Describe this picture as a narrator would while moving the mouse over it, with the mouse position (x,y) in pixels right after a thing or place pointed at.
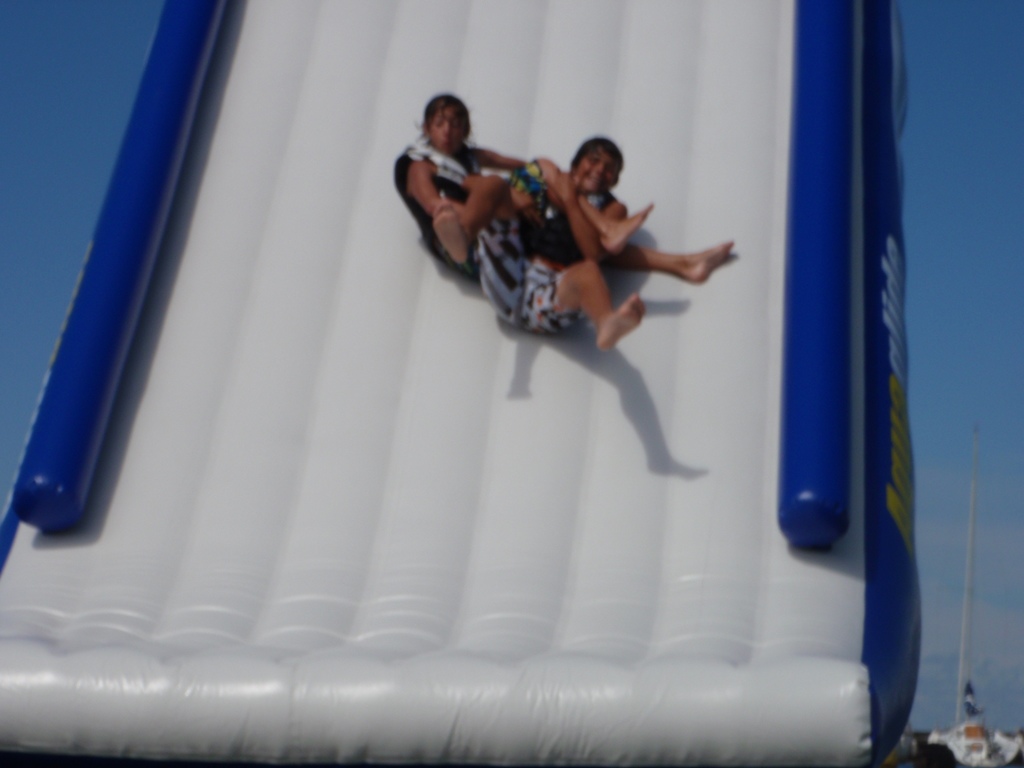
In this image we can see the two persons (532,268) sliding on an object (428,335). There is a clear and blue sky (949,208) in the image.
